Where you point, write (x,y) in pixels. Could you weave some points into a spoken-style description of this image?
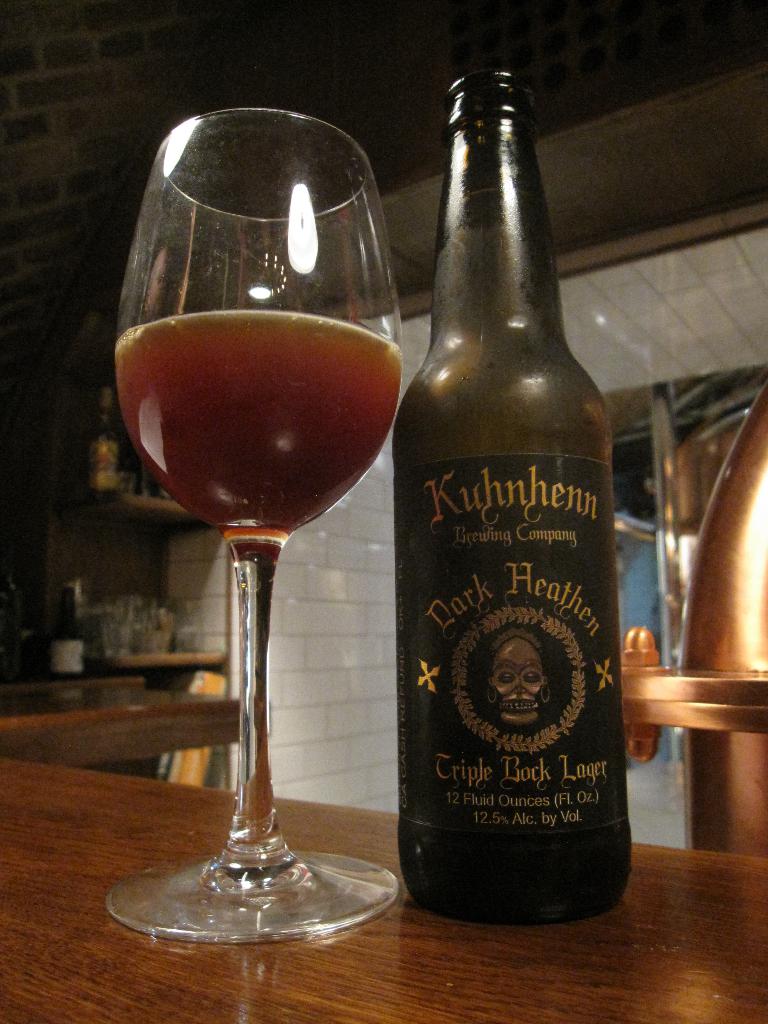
In the center of the image (452,678) there is a bottle (493,669) and a wine glass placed on the table (396,955). In the background (212,647) there is a wall (378,694) and a shelf (172,500).
